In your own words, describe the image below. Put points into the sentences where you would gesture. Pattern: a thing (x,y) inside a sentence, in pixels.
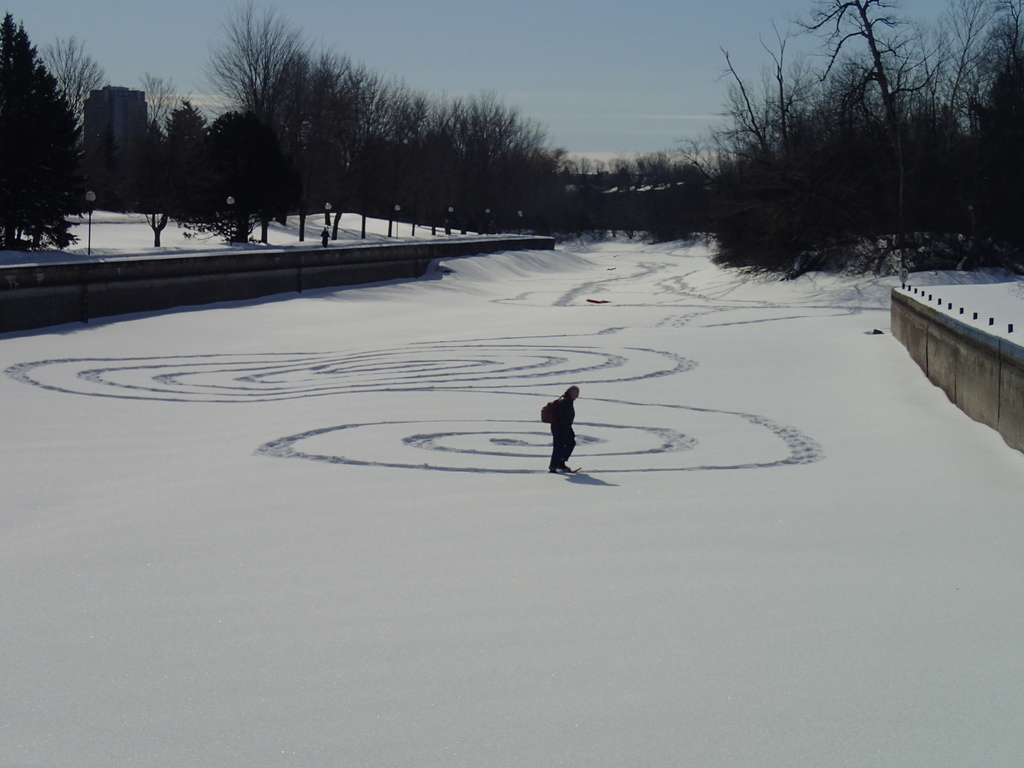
In the middle of the image (571,399), there is a person (565,437) walking on a line (514,455) which is on the snow surface (787,353). On the right side (1007,407), there is a wall (946,364). In the background (950,194), there are trees (505,165), a building (120,118) and there is a blue sky (454,26).
